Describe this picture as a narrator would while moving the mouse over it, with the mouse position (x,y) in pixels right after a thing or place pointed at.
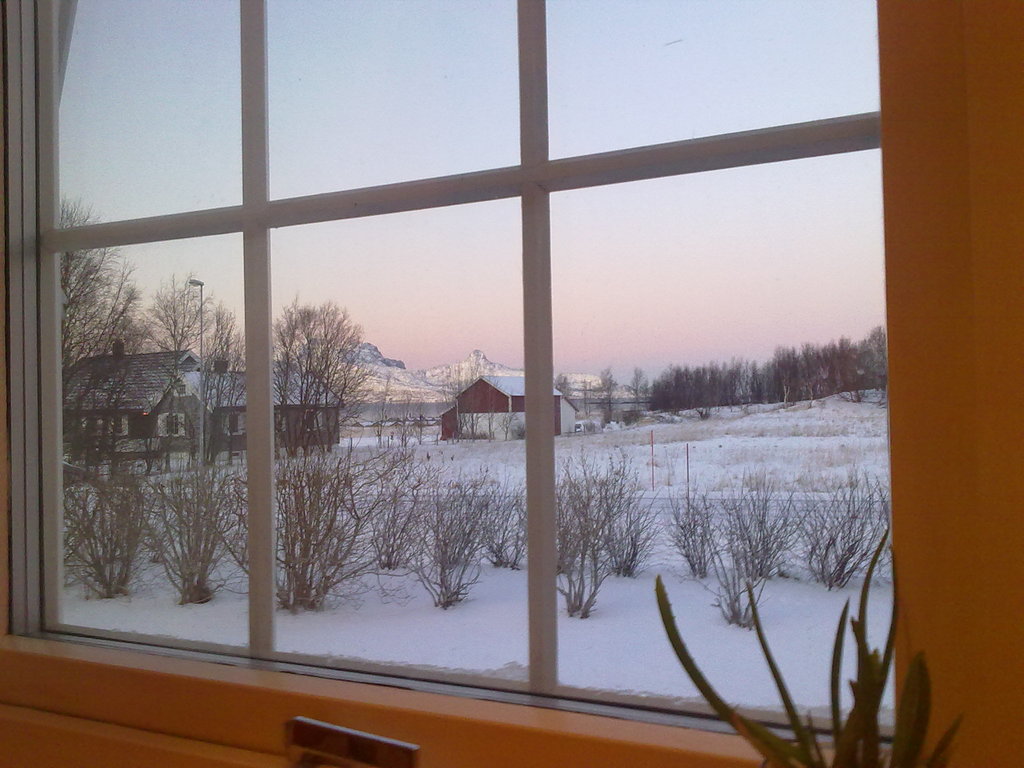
In this image I can see a window (912,24) and a plant (733,721) in the front (925,504). Through the window (532,447) I can see ground (718,458) full of snow (735,455), number of plants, number of trees (331,333), few buildings (166,408), a pole (204,386), a street light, mountains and the sky (642,130).
